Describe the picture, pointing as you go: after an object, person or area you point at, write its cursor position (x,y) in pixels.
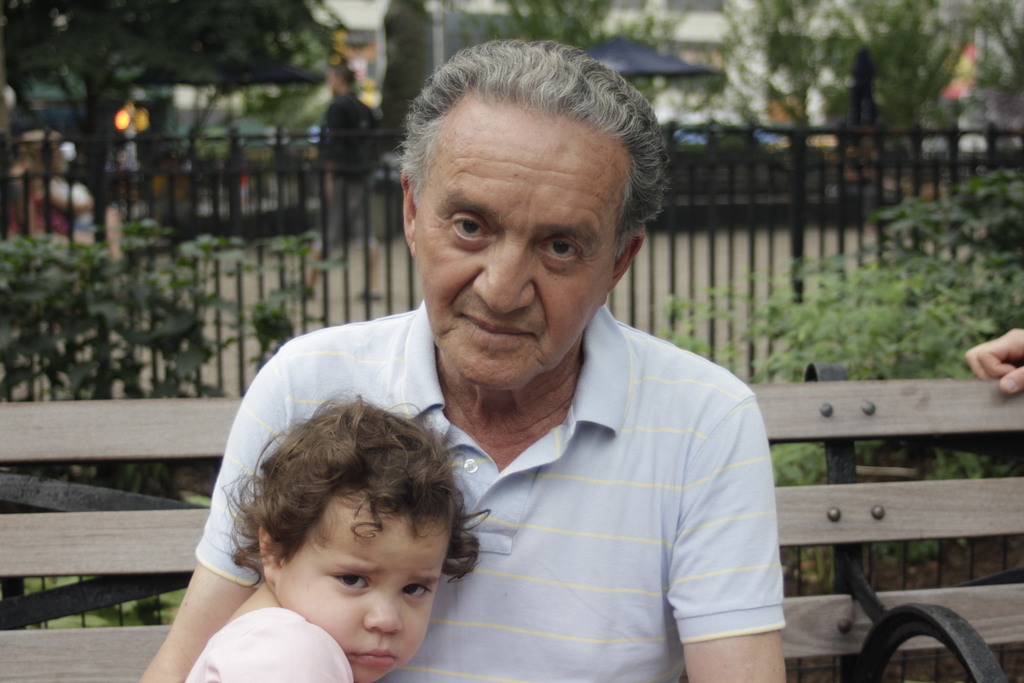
In this image we can see a man (528,447) with a kid (419,563) sitting on the bench (915,537) and in the background (768,330) there is an iron railing (742,215), few trees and a person (350,99) walking on the ground (392,293).
